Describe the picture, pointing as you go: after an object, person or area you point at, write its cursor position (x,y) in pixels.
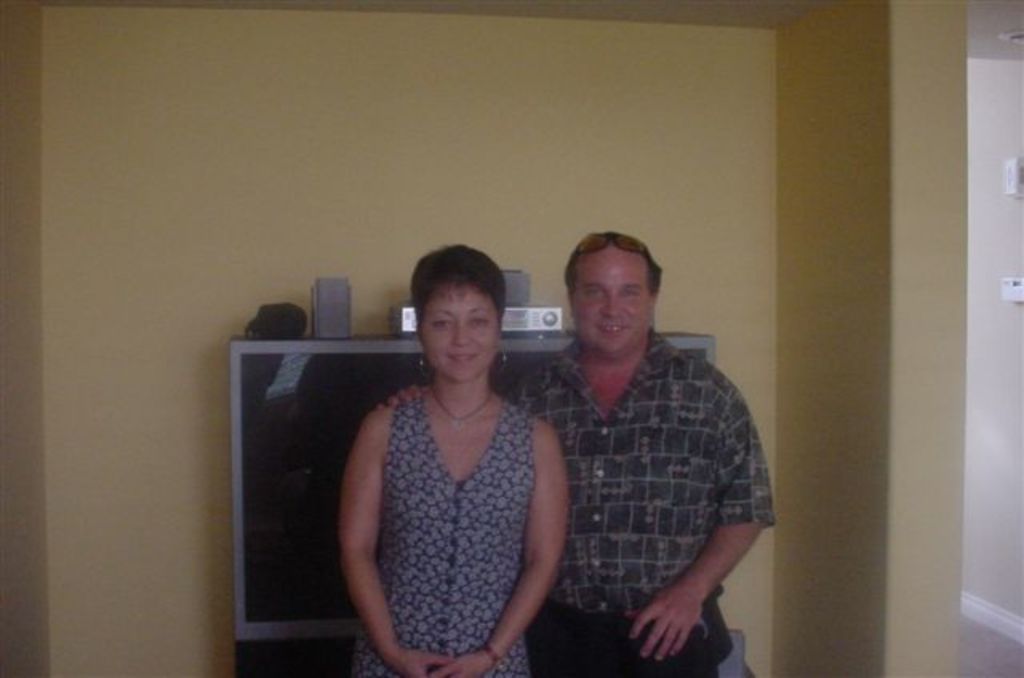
In this picture, we can see a few people (450,452), and we can see the wall (1006,306) with some objects (1008,184).
